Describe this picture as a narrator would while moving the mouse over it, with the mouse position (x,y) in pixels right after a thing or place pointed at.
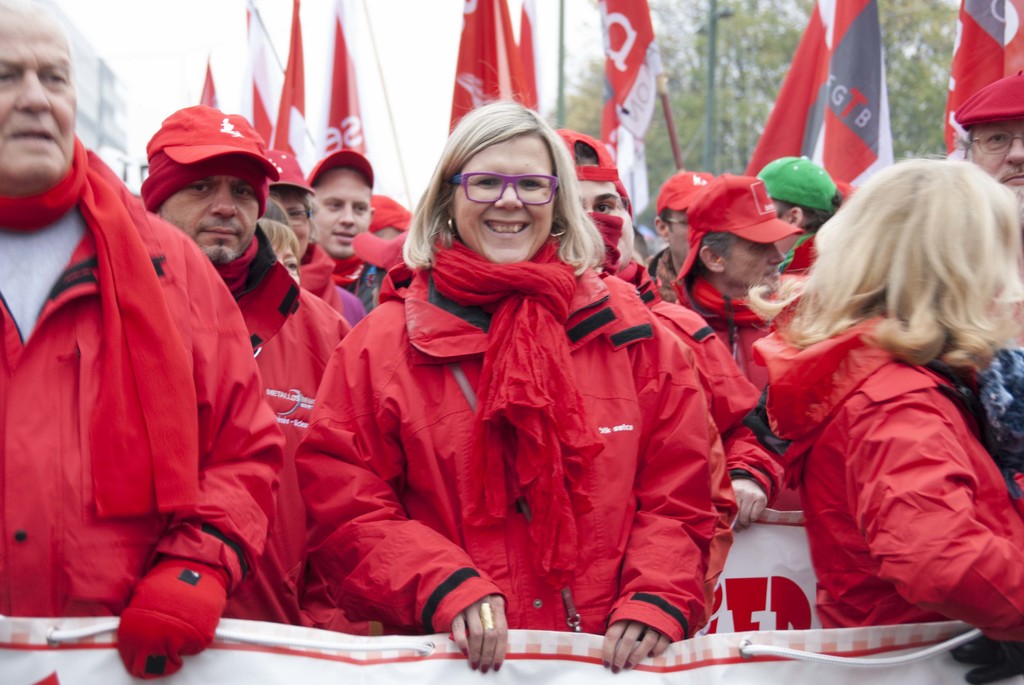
In this image there are so many people (455,354) standing and holding a banner (558,641) in their hands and few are holding flags (808,77). In the background (790,55) there are trees (704,89) and buildings (94,111).
